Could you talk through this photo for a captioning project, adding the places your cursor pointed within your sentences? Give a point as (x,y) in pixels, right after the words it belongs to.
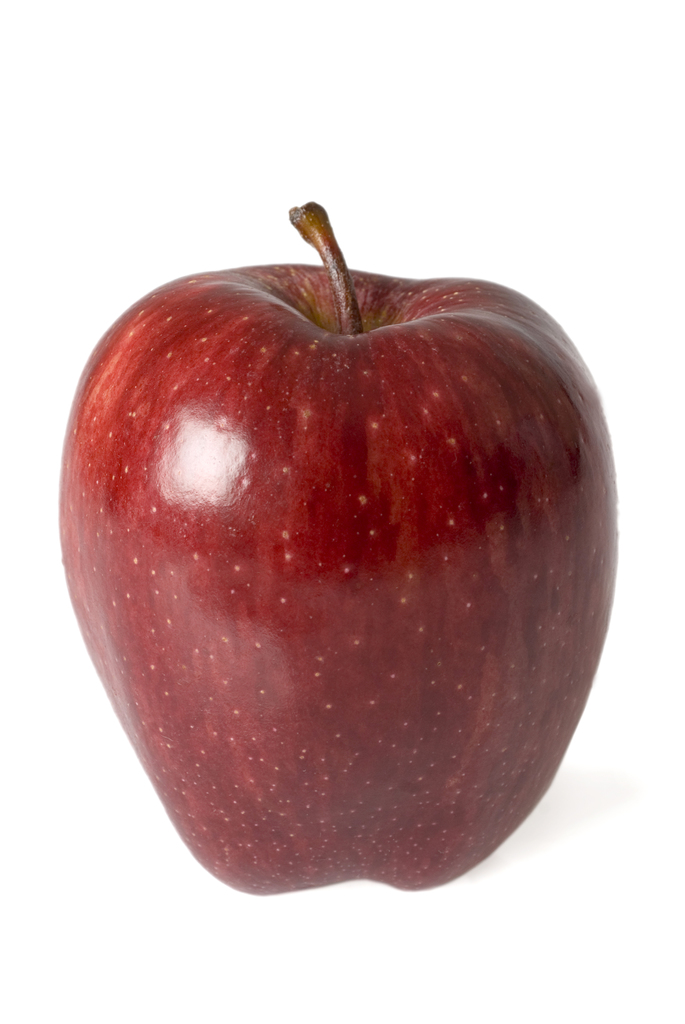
In this image, we can see an apple (341,686) on the white background.
